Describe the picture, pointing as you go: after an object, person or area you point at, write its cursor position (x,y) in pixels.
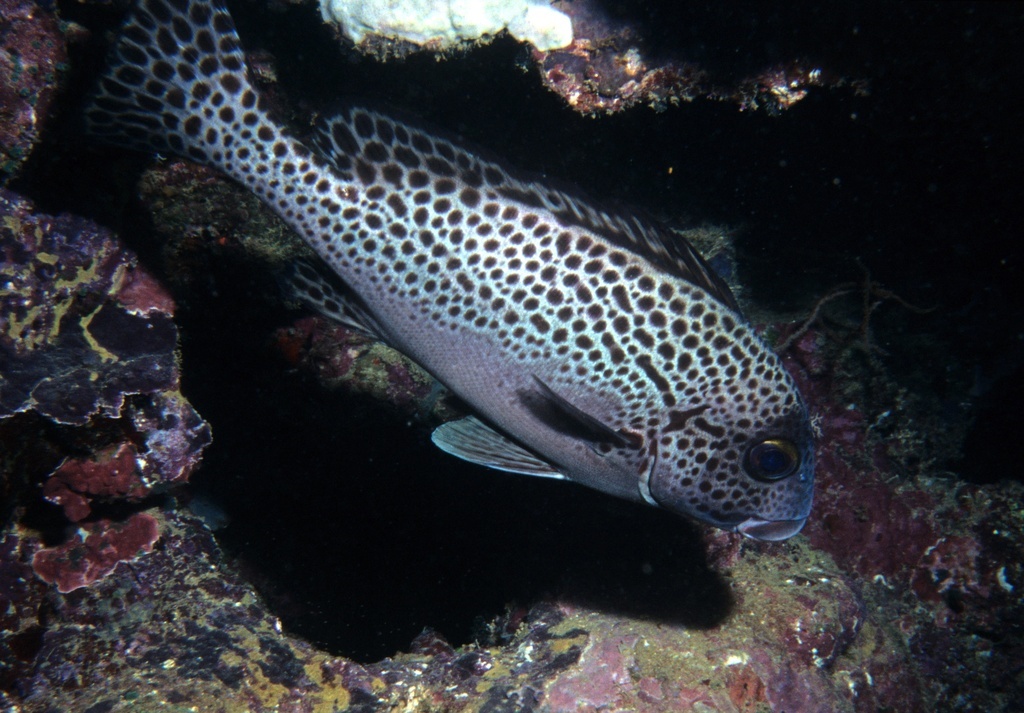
In this picture I can see the fish (596,281). I can see the stones (204,578).
